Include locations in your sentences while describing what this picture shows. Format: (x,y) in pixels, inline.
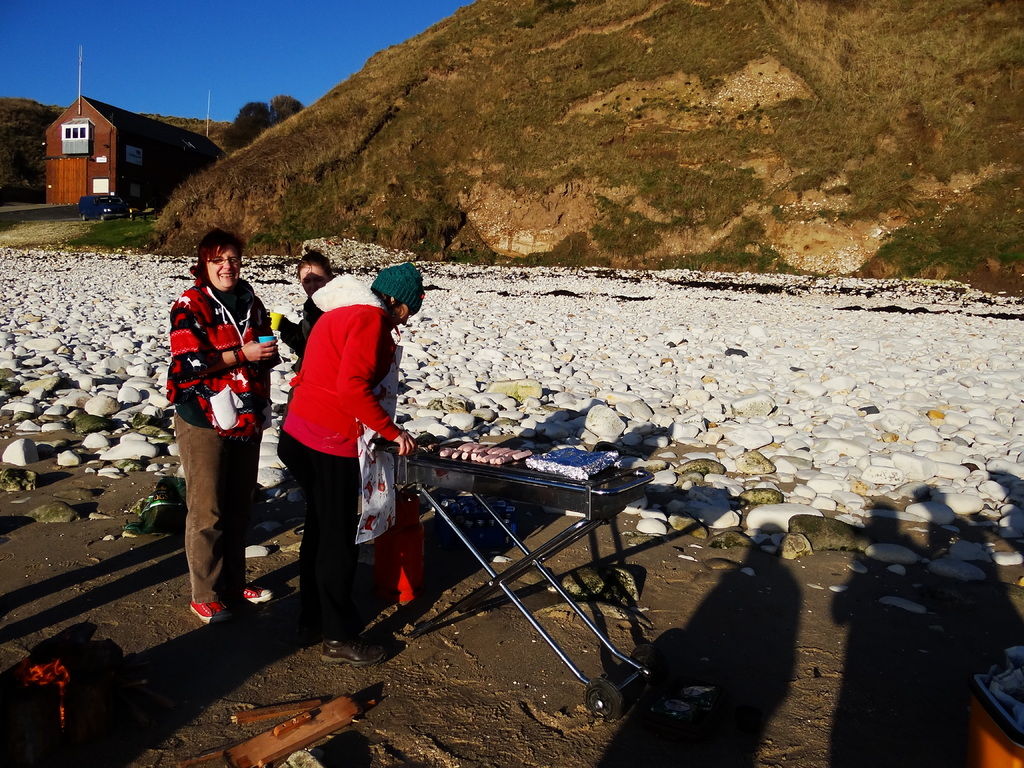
In this image we can see three persons (326,509) standing on the ground (290,619), there is a table (542,500) with some objects (519,454) on the table (570,492), there are few objects (284,745) and stones (700,407) on the ground (440,276), there are mountains (15,135), a house (77,153), vehicle (106,210) near the house (86,178), trees (257,118) and the sky (251,32) in the background (238,40).
